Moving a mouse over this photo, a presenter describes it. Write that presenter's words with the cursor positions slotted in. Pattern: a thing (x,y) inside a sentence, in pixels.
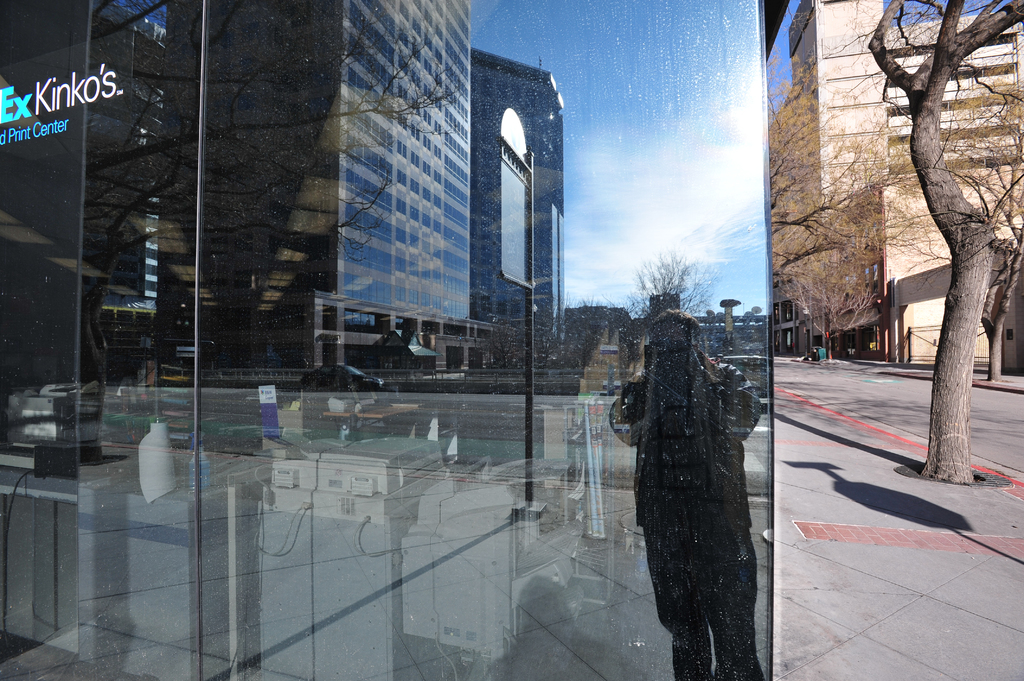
In this image we can see the inner view of a building (399,444). In the building (638,650) there are printers (51,412), desktops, table lamp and the reflections (722,580) of person (661,484) standing on the road (631,530), trees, buildings (710,339) and sky (592,181) on the mirror (426,252). In the background (826,109) there are buildings (850,119), trees (785,108), trash bins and sky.
